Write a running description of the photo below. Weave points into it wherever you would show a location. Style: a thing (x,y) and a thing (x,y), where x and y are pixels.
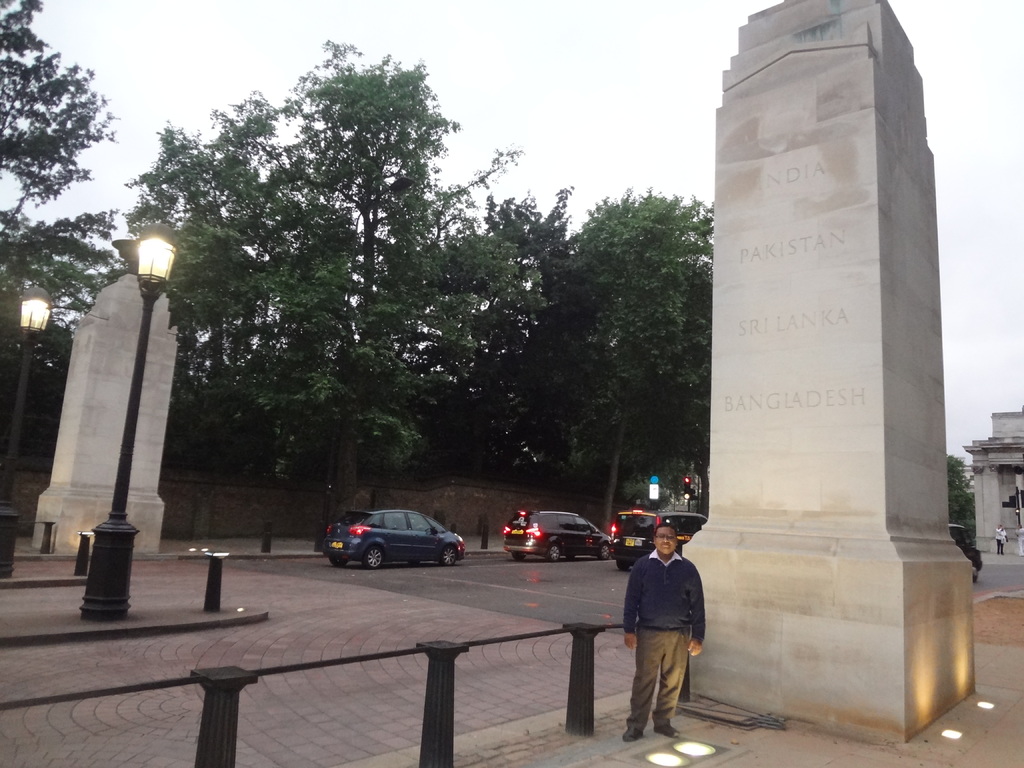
In this picture there are two headstones (741,343) on the right (766,319) and left side of the image (147,521), there are lamp poles (11,472) on the left side of the image (144,375) and there is a man (651,707) who is standing at the bottom side of the image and there are cars (600,533) and trees (447,428) in the background area of the image (502,305).
